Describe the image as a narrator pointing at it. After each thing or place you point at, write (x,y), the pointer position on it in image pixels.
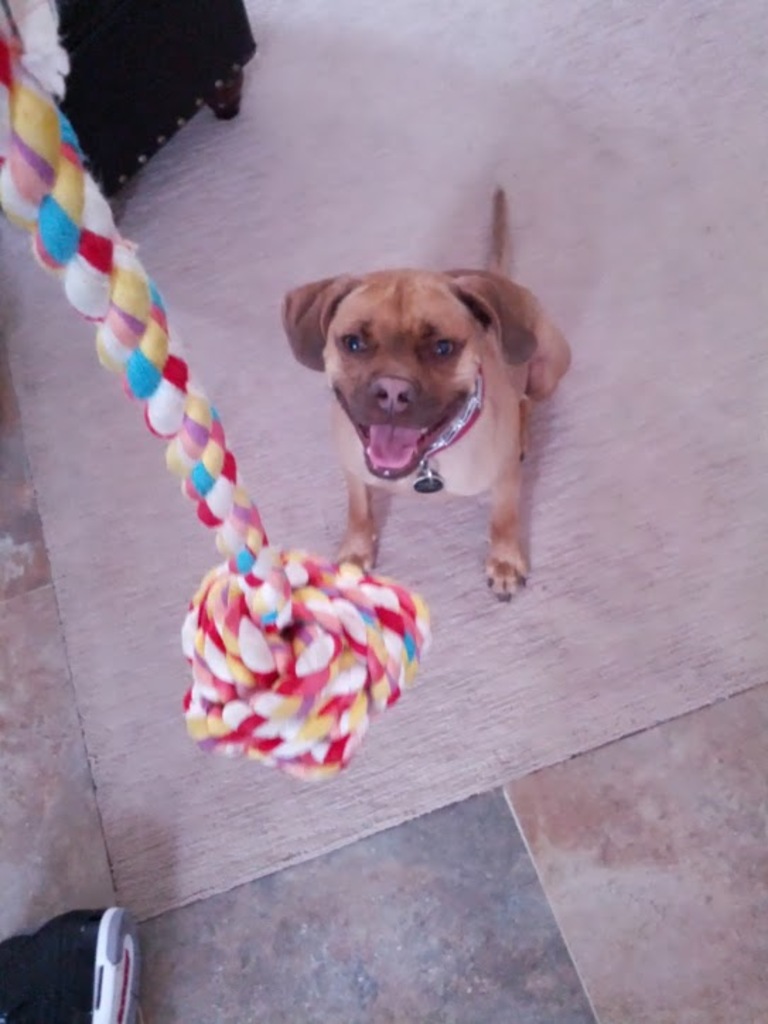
In the center of this picture (447,388) we can see a dog (503,373) sitting on the ground (562,510) and we can see a rope (96,250) seems to be hanging. In the background (182,43) we can see a wooden cabinet like thing (167,69). In the bottom left corner (78,975) we can see some object (122,974) and we can see the carpet (556,752) on the ground (558,872).
